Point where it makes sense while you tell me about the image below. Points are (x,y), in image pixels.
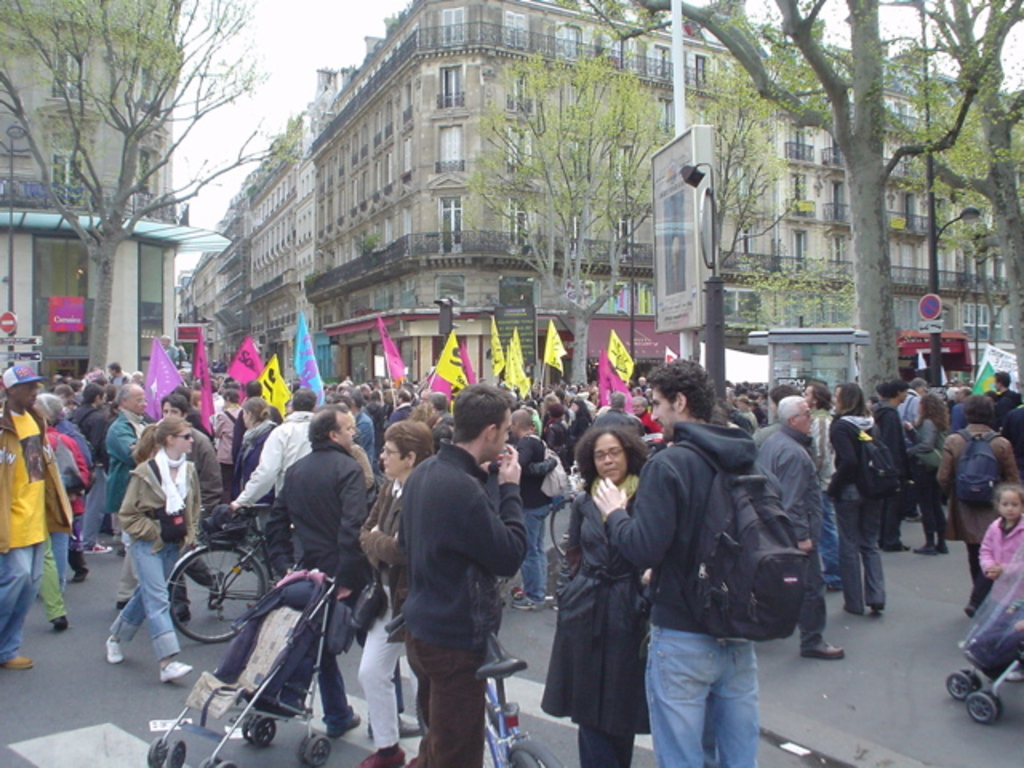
In this picture I can see a group of people (463,486) and flags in the middle (683,460), on the right side (696,270) there is a board (685,239), in the background (597,264) there are trees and buildings (447,265) at the top (349,55) there is the sky (326,57).
